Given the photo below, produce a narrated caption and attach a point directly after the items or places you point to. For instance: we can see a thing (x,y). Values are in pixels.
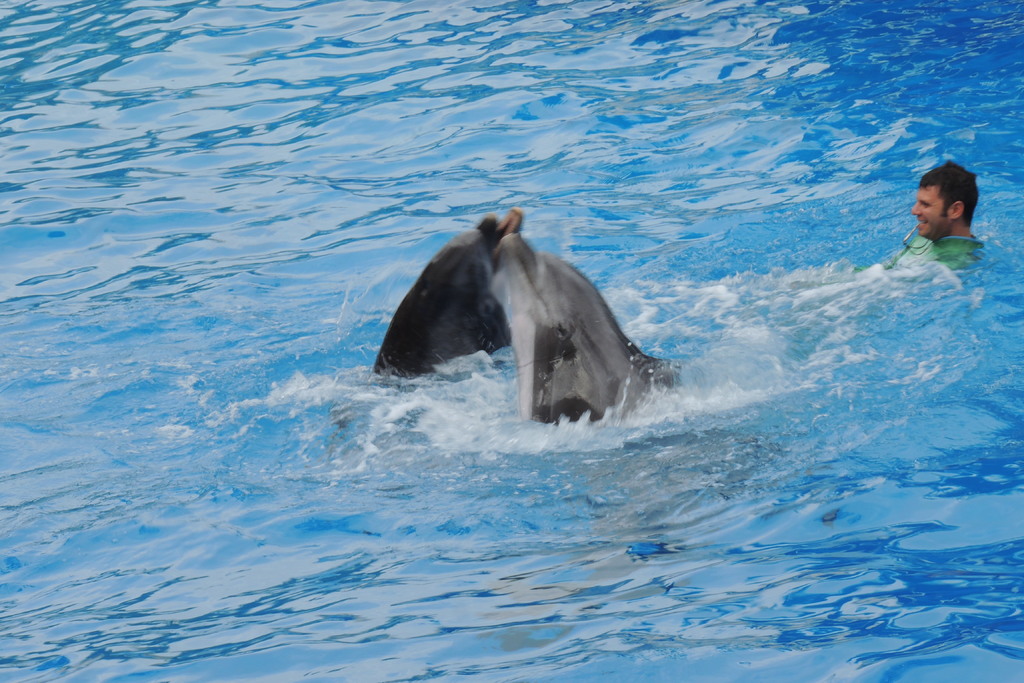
In this picture I can see a person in the water (930,285) along with the dolphins (580,316).
